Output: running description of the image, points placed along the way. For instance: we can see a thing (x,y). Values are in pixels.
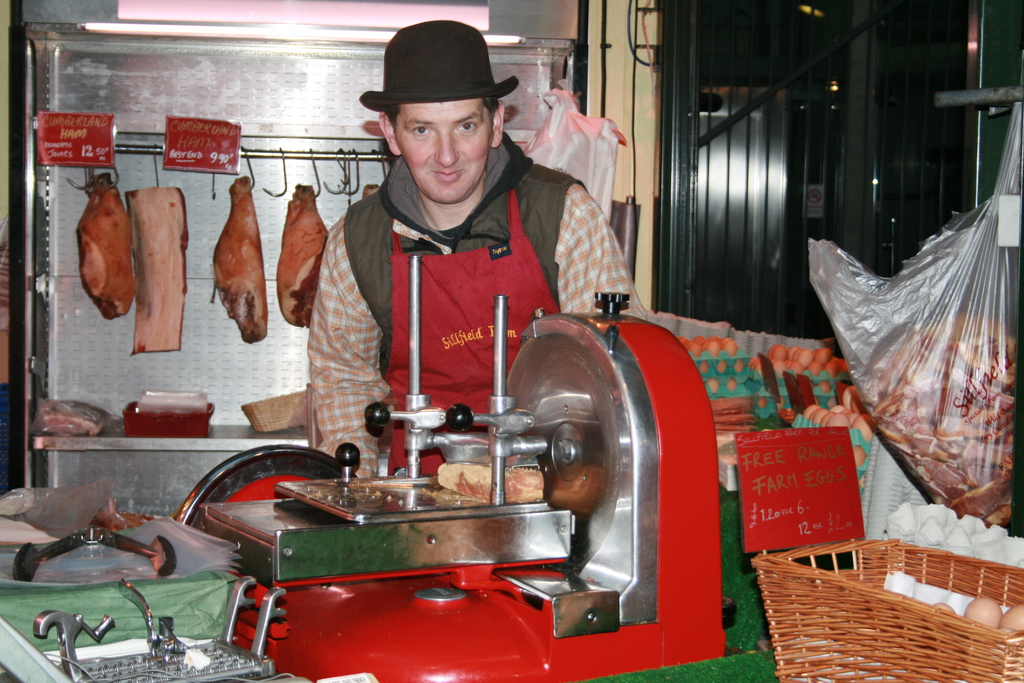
In this picture we can see a person (473,300) in the middle (486,286), there is a machine (509,576) in the front (498,576), on the right side (736,371) there are some trays (859,430), a basket (898,600) and a plastic bag (972,397), we can see eggs (985,620) in these trays (751,386) and basket (992,566), in the background (248,234) we can see meat (309,221) and two boards (206,141), this person (440,239) is wearing a cap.
